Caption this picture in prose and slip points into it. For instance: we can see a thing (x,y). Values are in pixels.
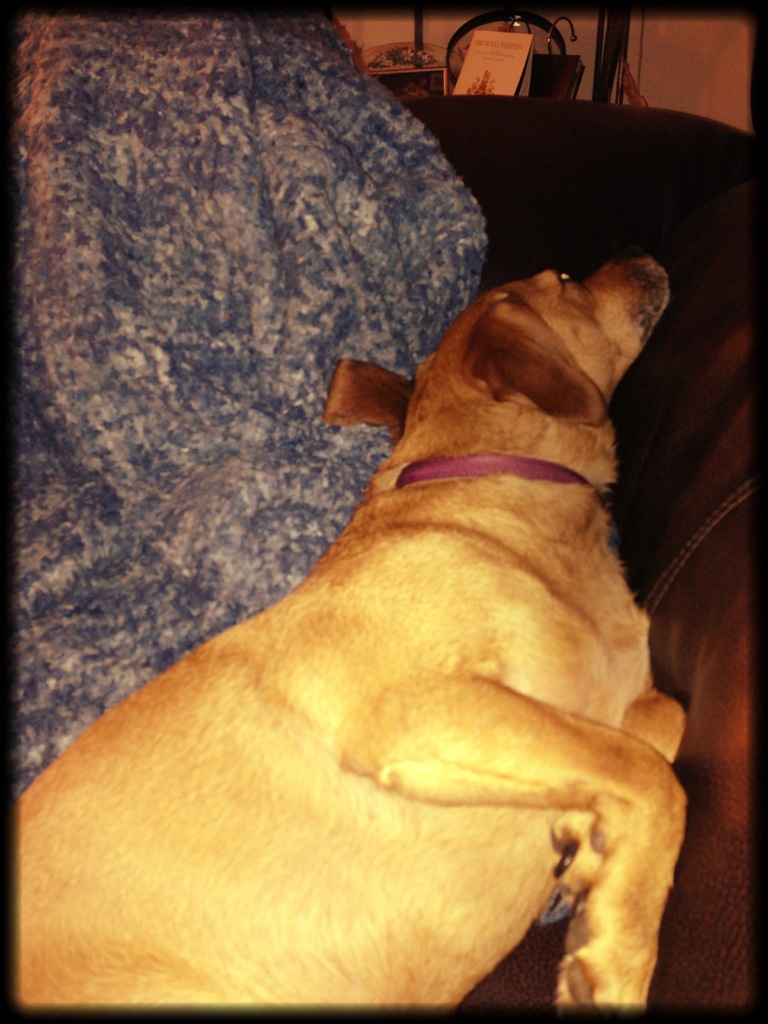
In this picture we can see a dog (568,735). This is a belt (487,459). In the background (500,70) we can see objects (545,85).
